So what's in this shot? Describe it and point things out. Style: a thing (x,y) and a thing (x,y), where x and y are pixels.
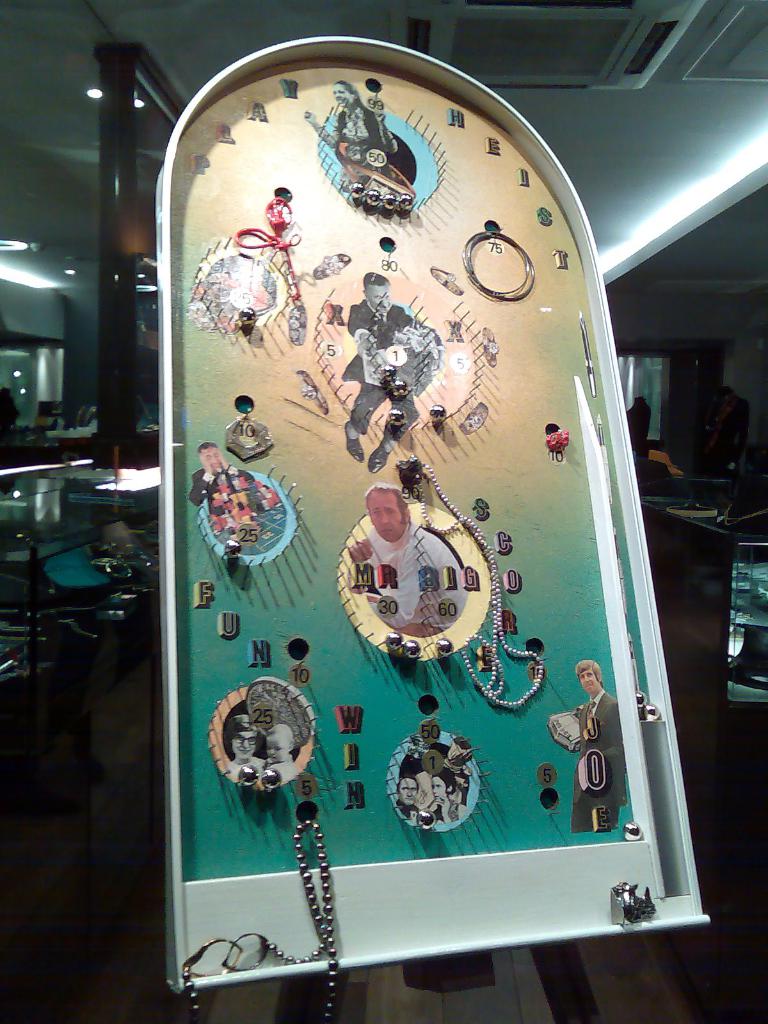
In this picture we can see a game board (423,812) in the middle (318,365). There is a central ac (621,83). This is the floor (121,923) and there is a table (713,534). And this is the light (96,98).
